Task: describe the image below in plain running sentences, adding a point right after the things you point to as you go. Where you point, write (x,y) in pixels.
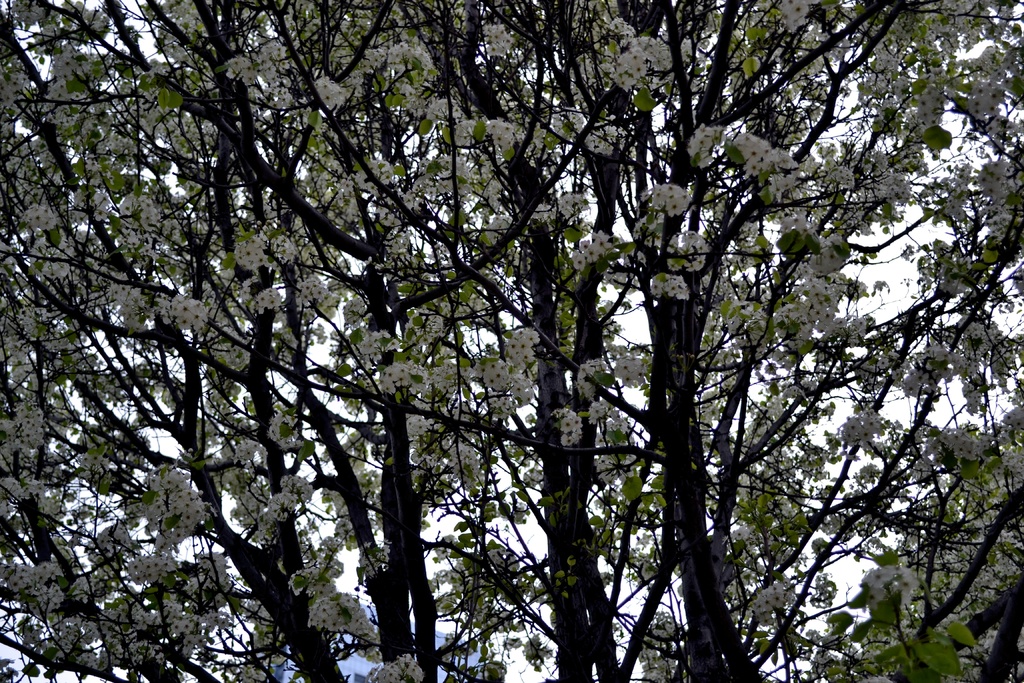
In this picture we can see trees (599,481) with flowers (748,477) and in the background (765,664) we can see the sky (501,484).
